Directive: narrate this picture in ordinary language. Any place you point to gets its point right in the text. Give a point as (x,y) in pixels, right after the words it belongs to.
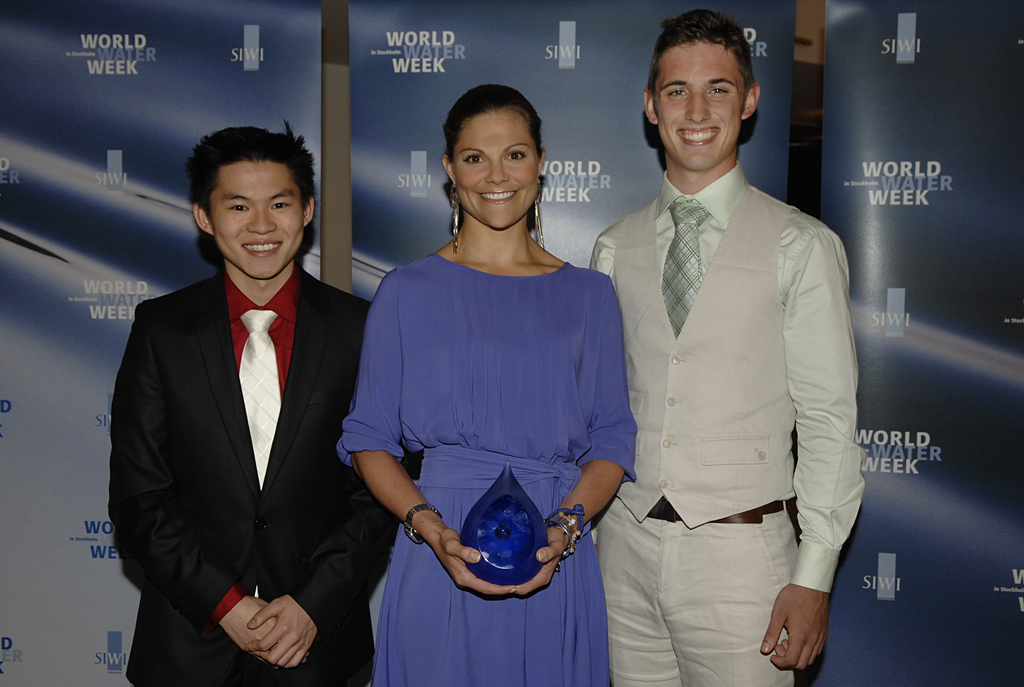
In this image there are three persons (339,307) standing and smiling, and in the background (960,449) there are boards (535,54).
